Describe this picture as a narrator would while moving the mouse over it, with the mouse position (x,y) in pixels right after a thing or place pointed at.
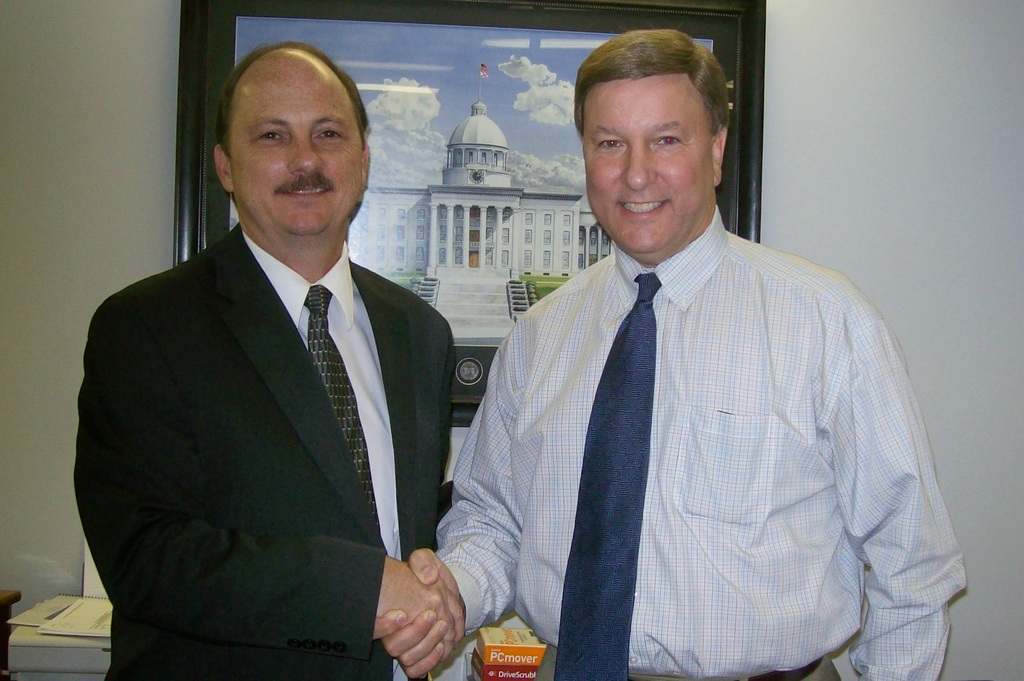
In the image there are two men (550,417) standing and they are smiling. And they are shaking their hands (401,622). Behind them there are few things (486,638) like books (61,616). And also there is a wall (161,37) with frame (600,249).
